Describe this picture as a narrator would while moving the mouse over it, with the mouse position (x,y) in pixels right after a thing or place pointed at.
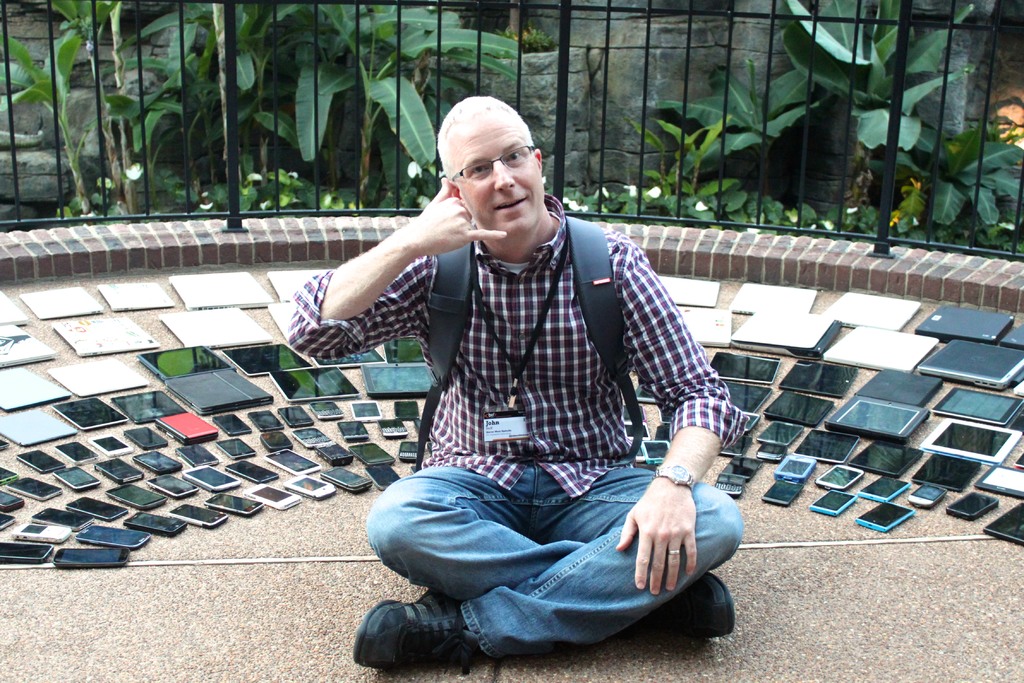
In this picture we can see a man (557,411) sitting here, he is carrying a backpack (578,292), we can see some mobile phones (889,492) and tabs (881,427) here, in the background (279,79) we can see trees (788,91), we can see an identity card (498,421) here.
